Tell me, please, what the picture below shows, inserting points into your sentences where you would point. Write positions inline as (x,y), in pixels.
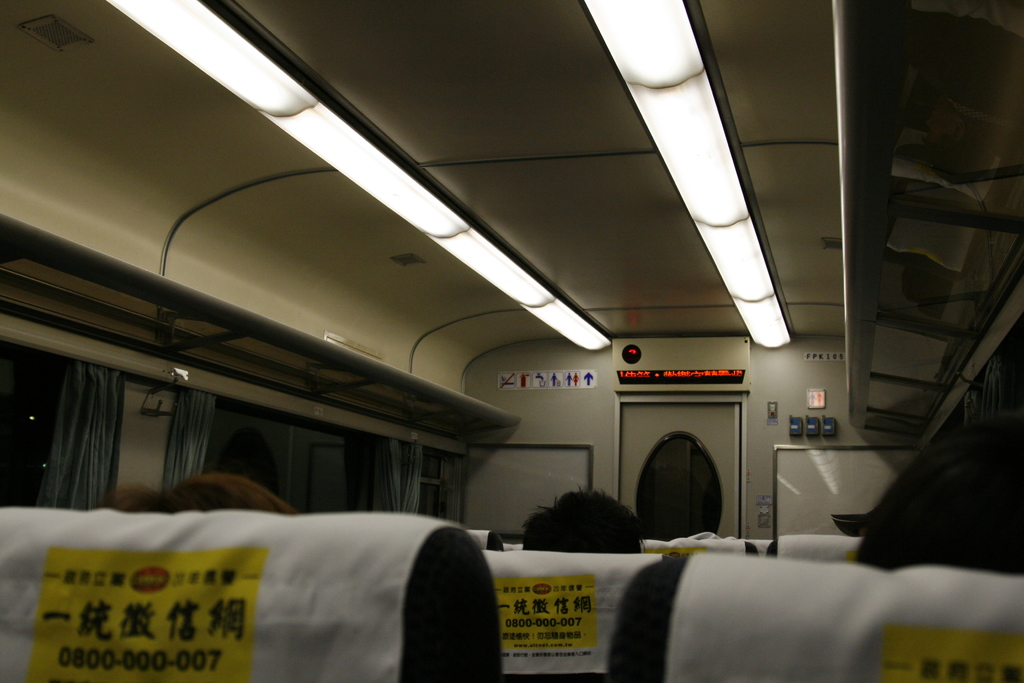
It is an inside view of the vehicle (352,401). Here we can see some stickers (573,375), sign boards (635,382), boards (557,485), door (672,457), racks (919,289), roof (461,109) with lights (479,244). At the bottom (281,613), we can see seats (417,641) with clothes (863,629). Here we can see few human heads (904,520), glass windows (275,452), curtains (175,482).
